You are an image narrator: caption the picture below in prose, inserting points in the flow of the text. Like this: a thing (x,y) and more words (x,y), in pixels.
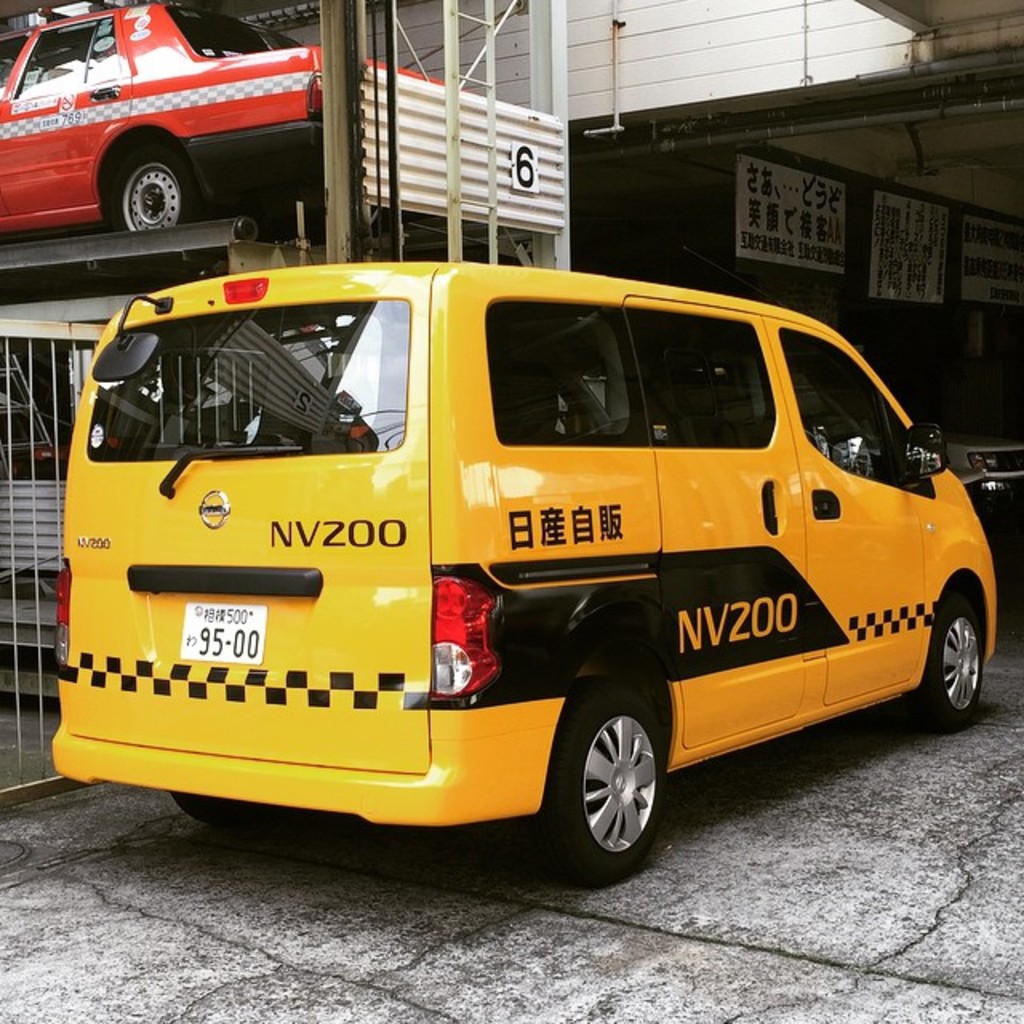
There are two cars (187,104) present in the middle of this image (359,468). We can see posters (1005,272) and a wall (569,72) in the background (711,26). There is a fence (74,332) on the left side of this image (59,414).
